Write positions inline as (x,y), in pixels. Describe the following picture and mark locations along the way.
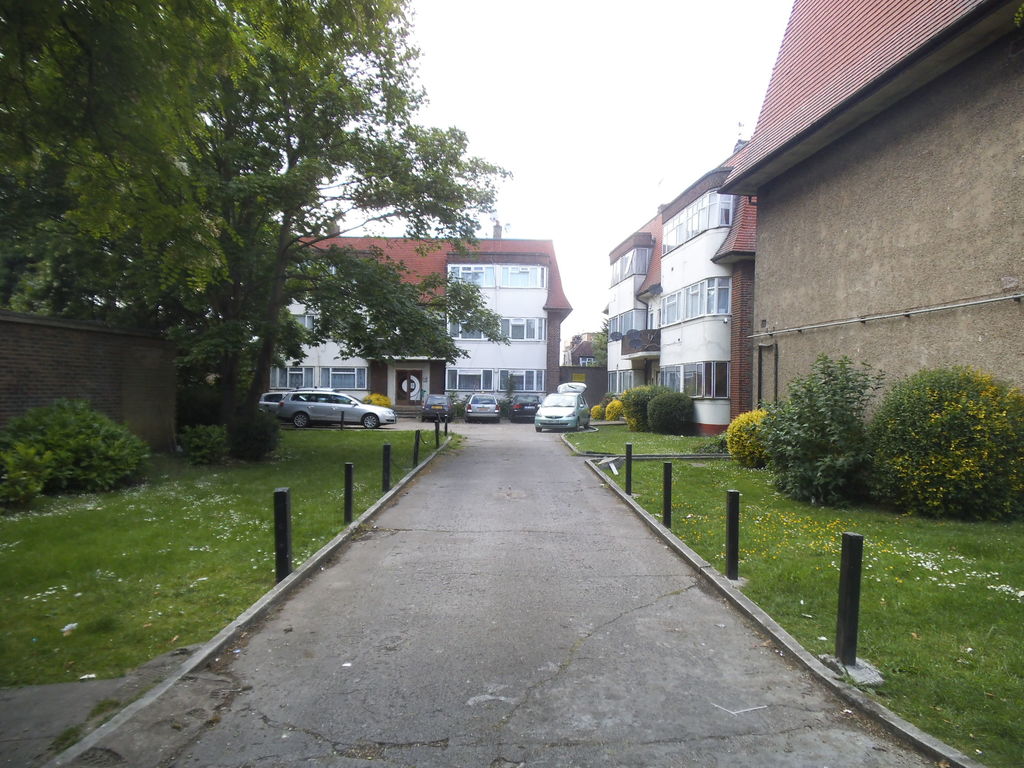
In this picture there are grass land (184,528) and plants (800,491) on the right (800,491) and left side of the image (125,563) and there are houses (363,379) and trees (260,381) in the center of the image (425,377).
